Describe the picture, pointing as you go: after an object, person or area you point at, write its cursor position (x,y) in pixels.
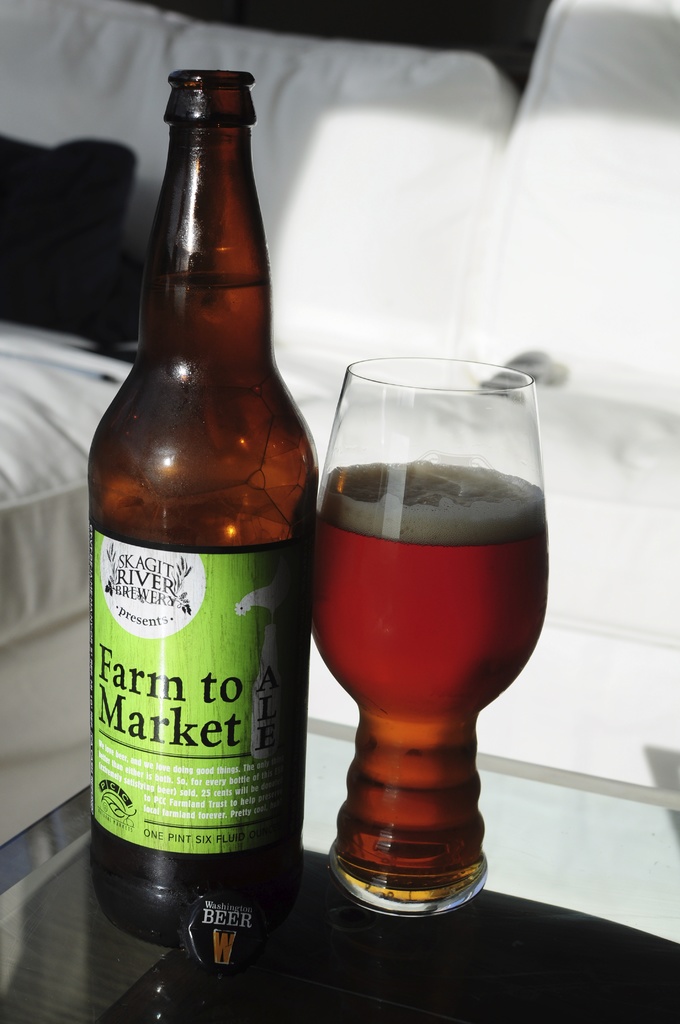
In the center of the image (236,487) there is a bottle (258,808) and a glass (441,774) filled with beer (419,639) is placed on the table (319,964). In the background (275,218) there is a sofa (476,183).
